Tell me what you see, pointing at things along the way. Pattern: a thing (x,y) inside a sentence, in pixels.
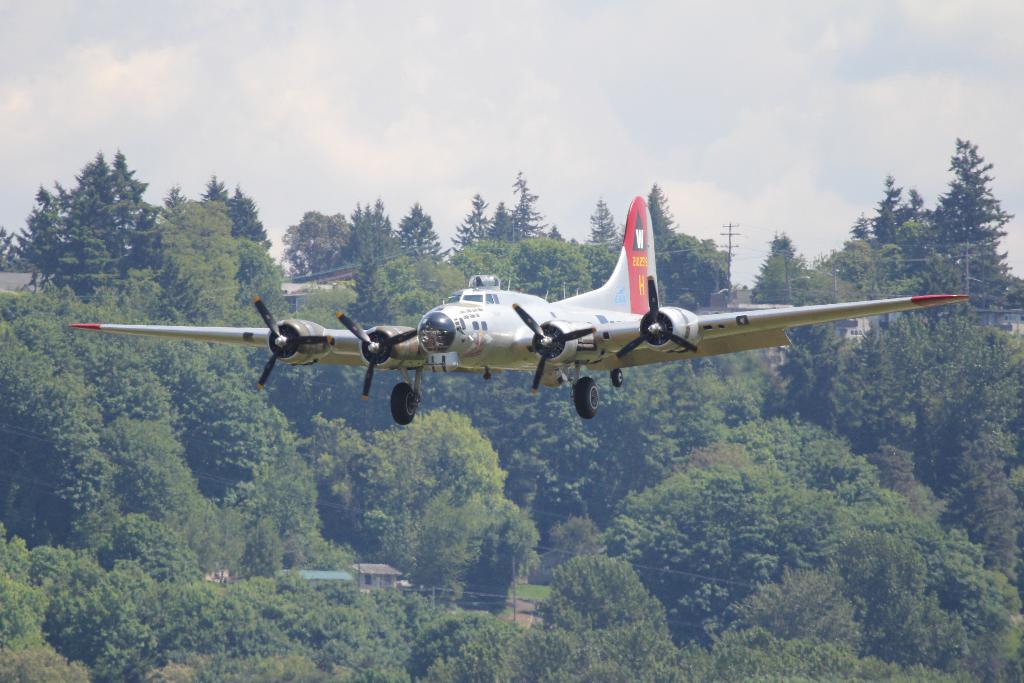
In this image in the center (537,346) there is an airplane (581,364) in the air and in the background (697,512) there are some trees (769,378), wires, poles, houses (223,573), and at the top (311,98) there is sky (539,126).
